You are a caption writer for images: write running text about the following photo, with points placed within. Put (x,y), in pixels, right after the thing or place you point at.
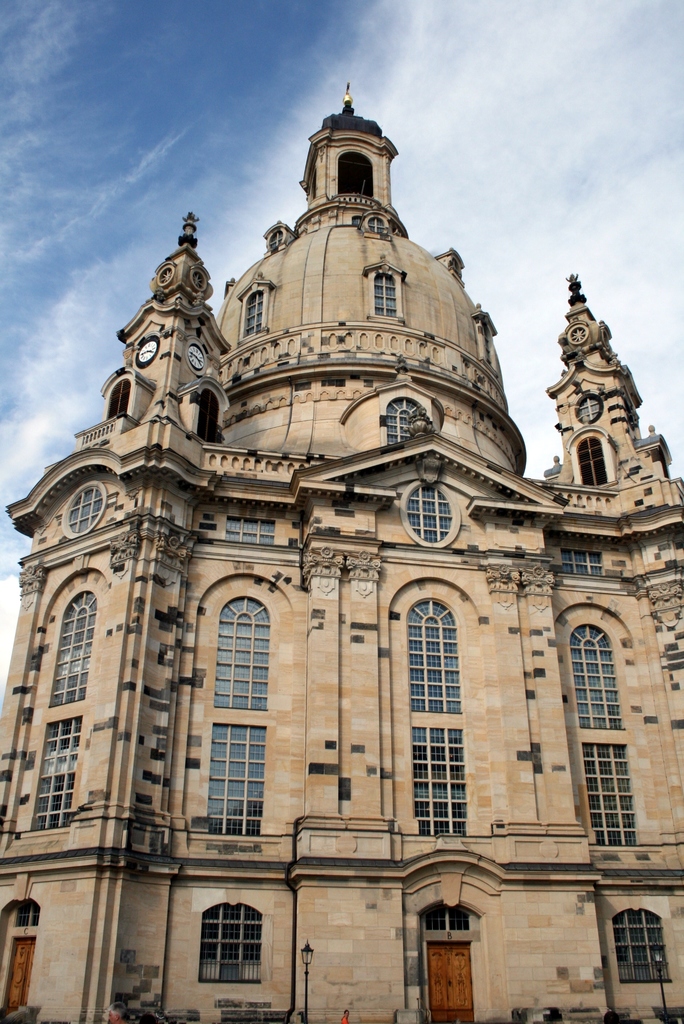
In the image there is a building (317,636) with pillars (329,633), walls (196,464), glass windows (389,408) and doors (445,968). In front of the building (296,943) there is a pole (307,970) with lamp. And also to the pillars (168,385) of the buildings (338,906) there are clocks (157,348). And to the top of the image (523,66) in the background (529,59) there is a sky (541,270).
